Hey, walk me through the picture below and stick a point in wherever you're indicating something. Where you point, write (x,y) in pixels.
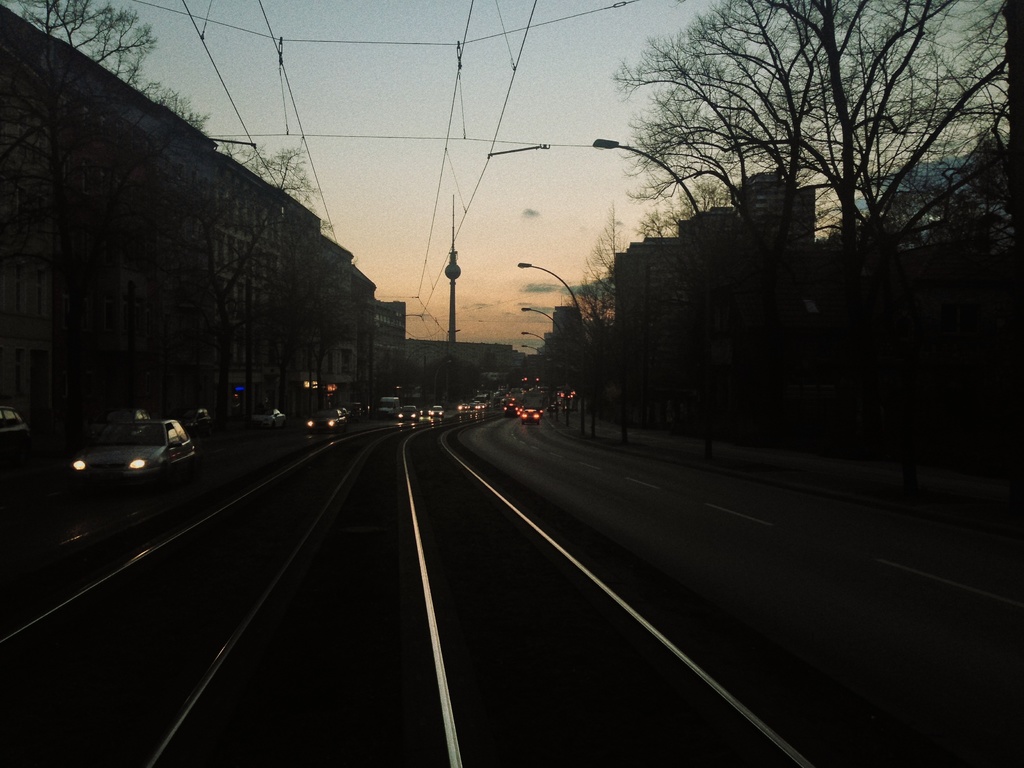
This image is taken on a road (521,441). On the left side (326,422) there are cars (173,455) running on the road (362,420) and there are buildings (144,293), trees (291,310). In the background (429,355) there are buildings (460,348), poles (534,349), wires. On the right side (732,421) there are street light poles (582,356), buildings (743,315), and dry trees (850,195).
